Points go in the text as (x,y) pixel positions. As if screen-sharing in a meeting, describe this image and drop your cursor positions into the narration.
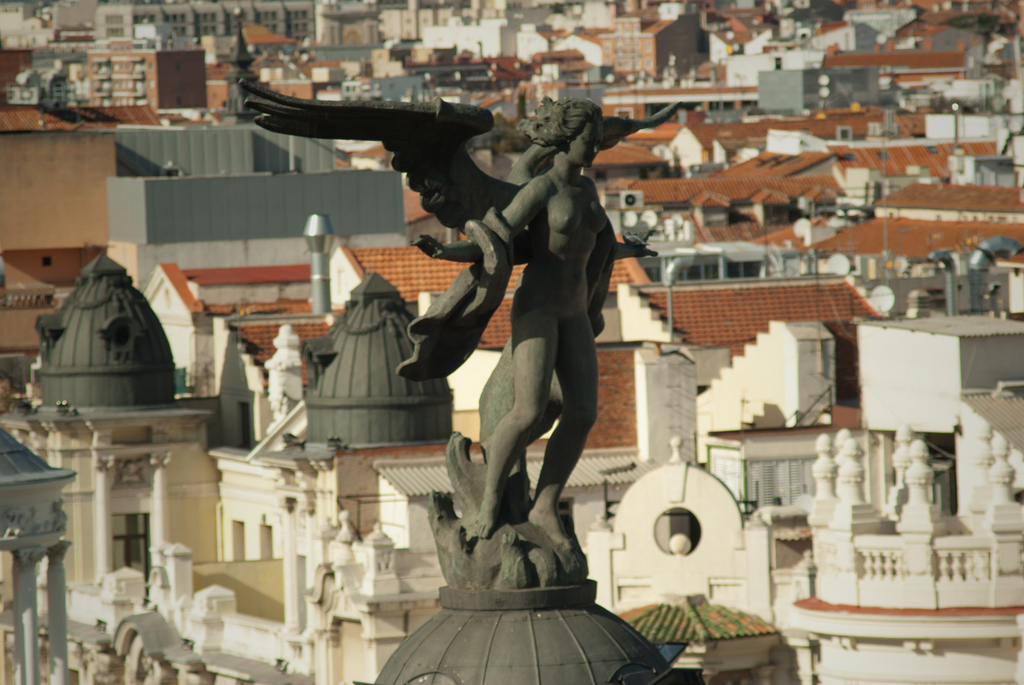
In this image, we can see statues (608,140), buildings (689,402) and poles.
